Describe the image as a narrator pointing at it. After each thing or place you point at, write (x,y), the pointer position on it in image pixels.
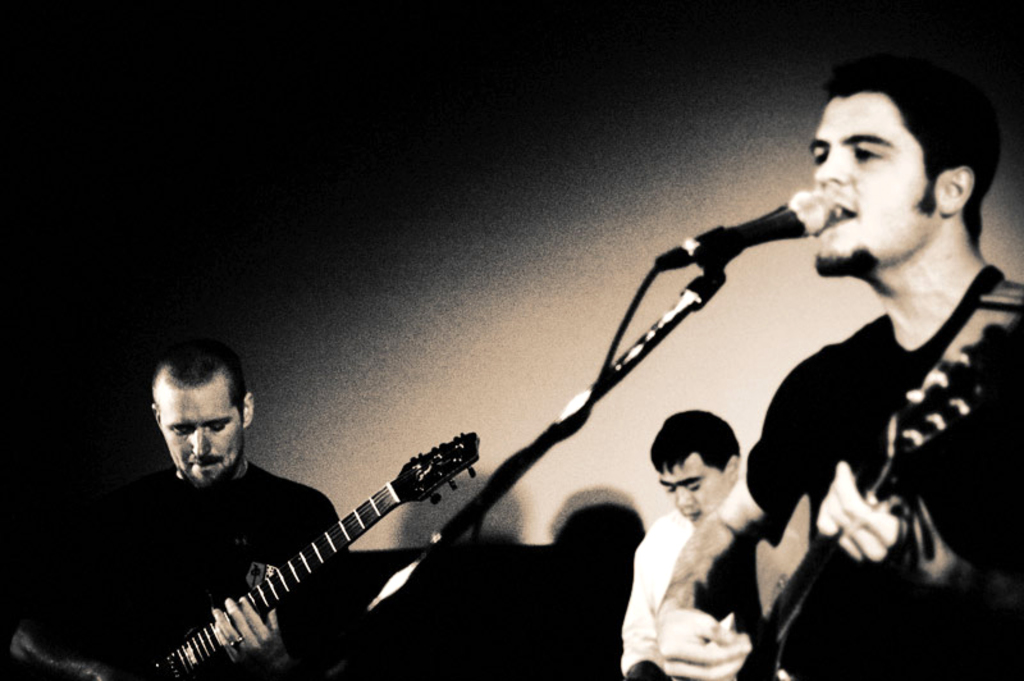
In this image person (737,662) at the right side of the image (755,472) is playing guitar (778,644) and singing before a mike stand (675,326). Person (189,418) at the left side of image (221,591) is playing guitar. Person (666,561) at the bottom of image (666,561) is wearing white shirt (666,557).
